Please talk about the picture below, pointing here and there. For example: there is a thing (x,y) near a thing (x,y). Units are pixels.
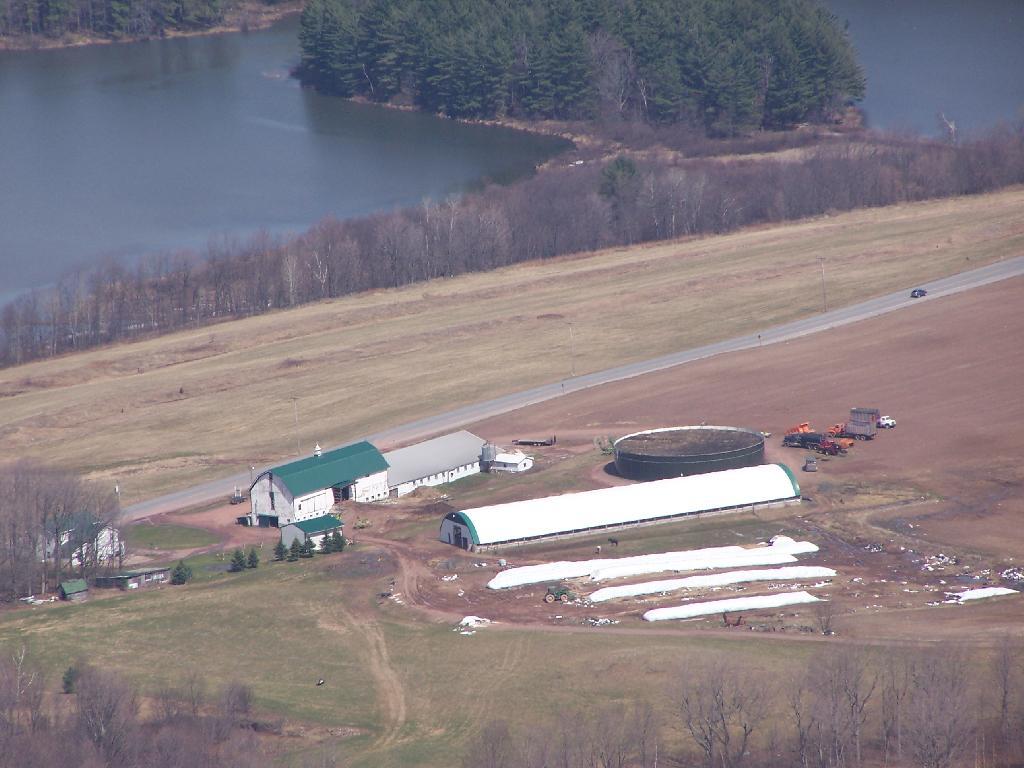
As we can see in the image there are buildings (529,518), trees (594,212) and vehicles (853,427). There is water (195,210) and grass (232,608).
